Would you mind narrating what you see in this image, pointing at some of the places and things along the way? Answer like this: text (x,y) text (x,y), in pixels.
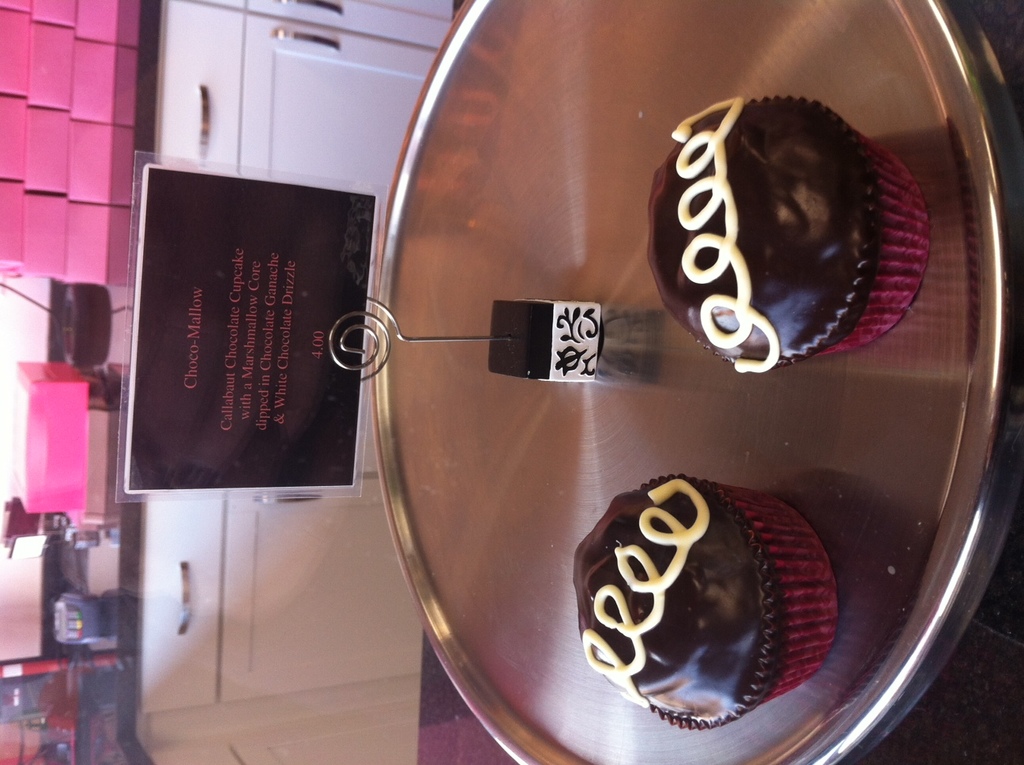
In this rotated image there is a dark counter (988,683) to the right (996,693). On the counter (441,701) there is a plate (417,525). There are cupcakes (749,336) and a board (300,329) on the plate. There is text (225,330) on the board (217,354). Behind the counter (979,703) there is a platform (140,37) to the left (102,588). There are boxes (79,156) and a few objects (71,643) on the platform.
